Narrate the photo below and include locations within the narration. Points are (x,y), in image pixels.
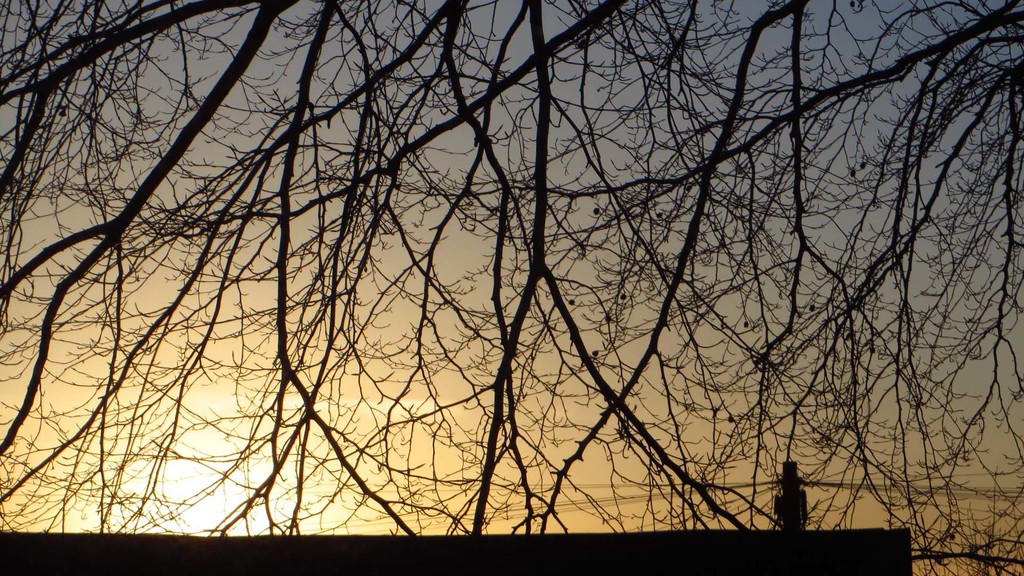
In the image there are many branches (45,51) of trees (190,5) and behind the branches (184,291) there is a sky (159,291).
